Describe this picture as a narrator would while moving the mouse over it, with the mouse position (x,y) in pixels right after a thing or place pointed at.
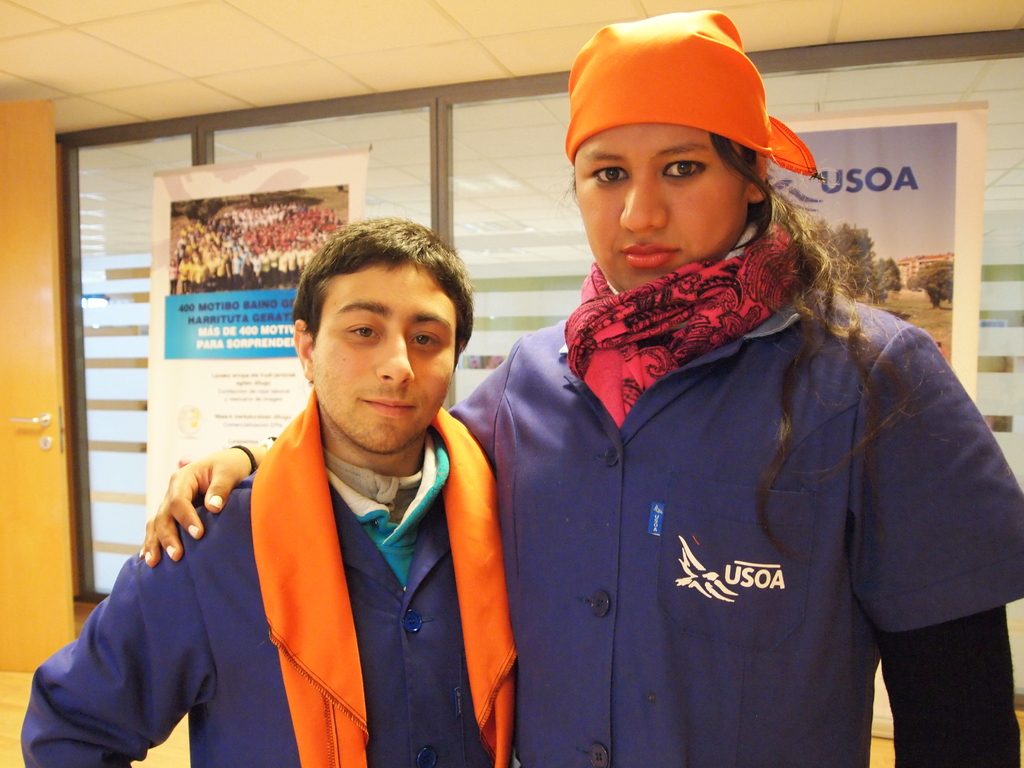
Here in this picture we can see a man (414,492) and a woman (572,417) standing on the floor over there, both of them are wearing blue colored shirt (524,649) on them and carrying scarves (313,461) and the woman (564,404) on the right side (748,127) is covering her head (676,135) with a cloth (610,111) and behind them we can see posters (289,276) present in front of the glass wall (831,254) over there.
